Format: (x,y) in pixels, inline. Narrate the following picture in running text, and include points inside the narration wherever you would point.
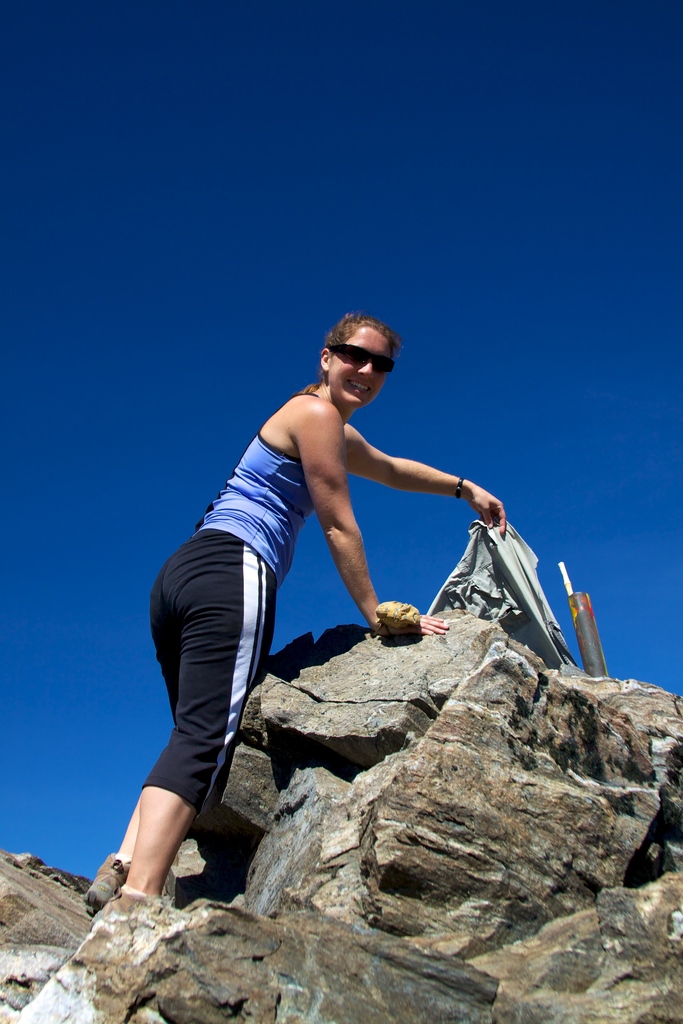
In the center of the image (233,506), we can see a lady (273,473) standing on the rock (302,643) and wearing glasses (350,348) and holding a shirt (479,589) and we can see some other objects (572,614). At the top (396,249), there is sky (290,235).
